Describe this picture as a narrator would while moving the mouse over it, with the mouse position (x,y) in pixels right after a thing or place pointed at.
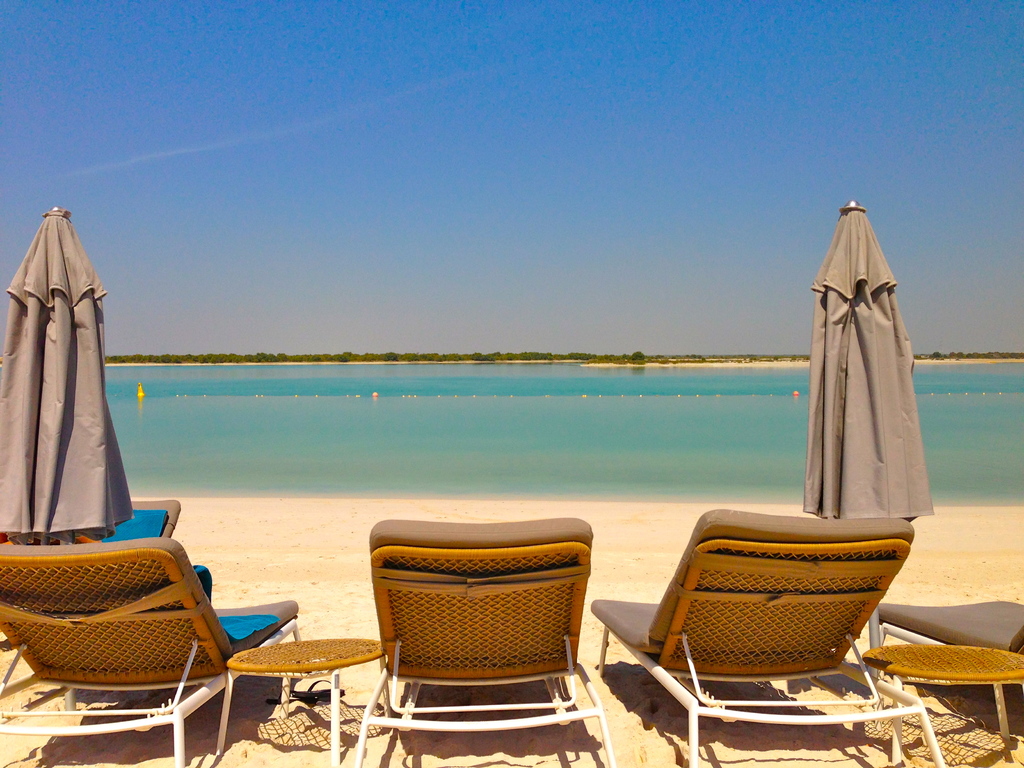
At the bottom of the image (427,636) we can see chaise lounges (832,622), stands (305,644) and parasols (57,327). In the background (246,436) there is a sea (512,416) and sky (539,269).
